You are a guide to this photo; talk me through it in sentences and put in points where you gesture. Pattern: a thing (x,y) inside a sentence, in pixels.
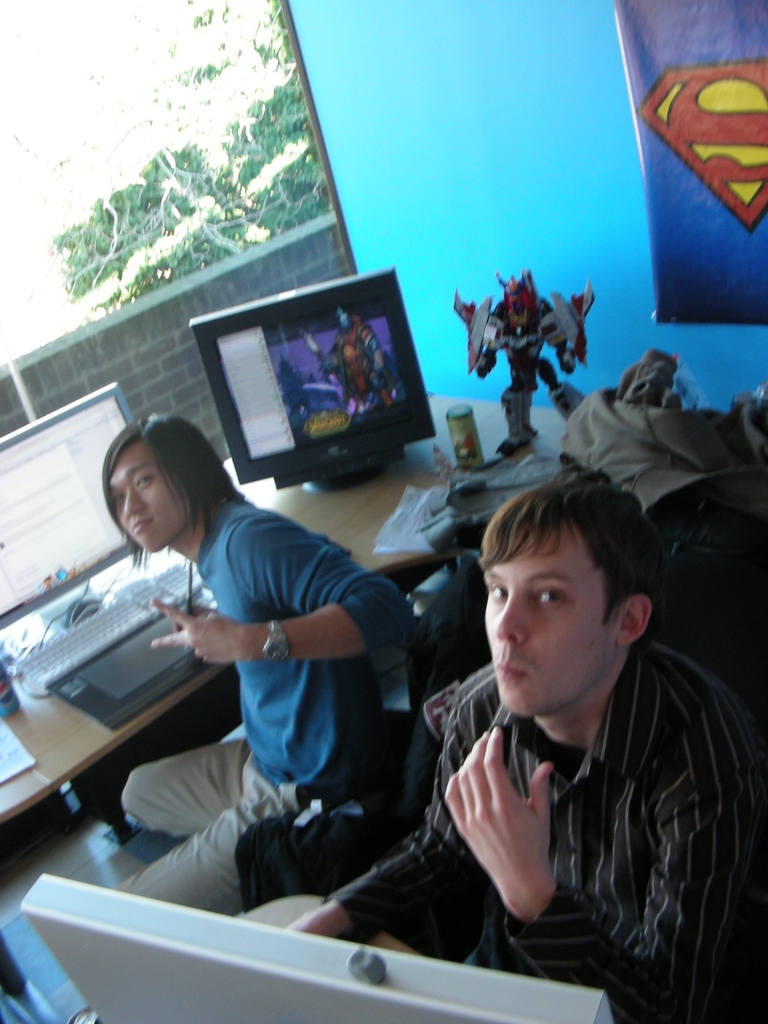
In this picture we can see two persons (562,684) are sitting on chairs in front of tables (270,907), we can see monitors (271,395), a keyboard (87,627), a toy (526,396), a tin (462,408) and clothes (470,478) present on this table (419,453), on the right side (522,108) there is a wall (527,118) and a poster (655,223), in the background (291,102) we can see a wall (87,345) and some plants (227,154).
